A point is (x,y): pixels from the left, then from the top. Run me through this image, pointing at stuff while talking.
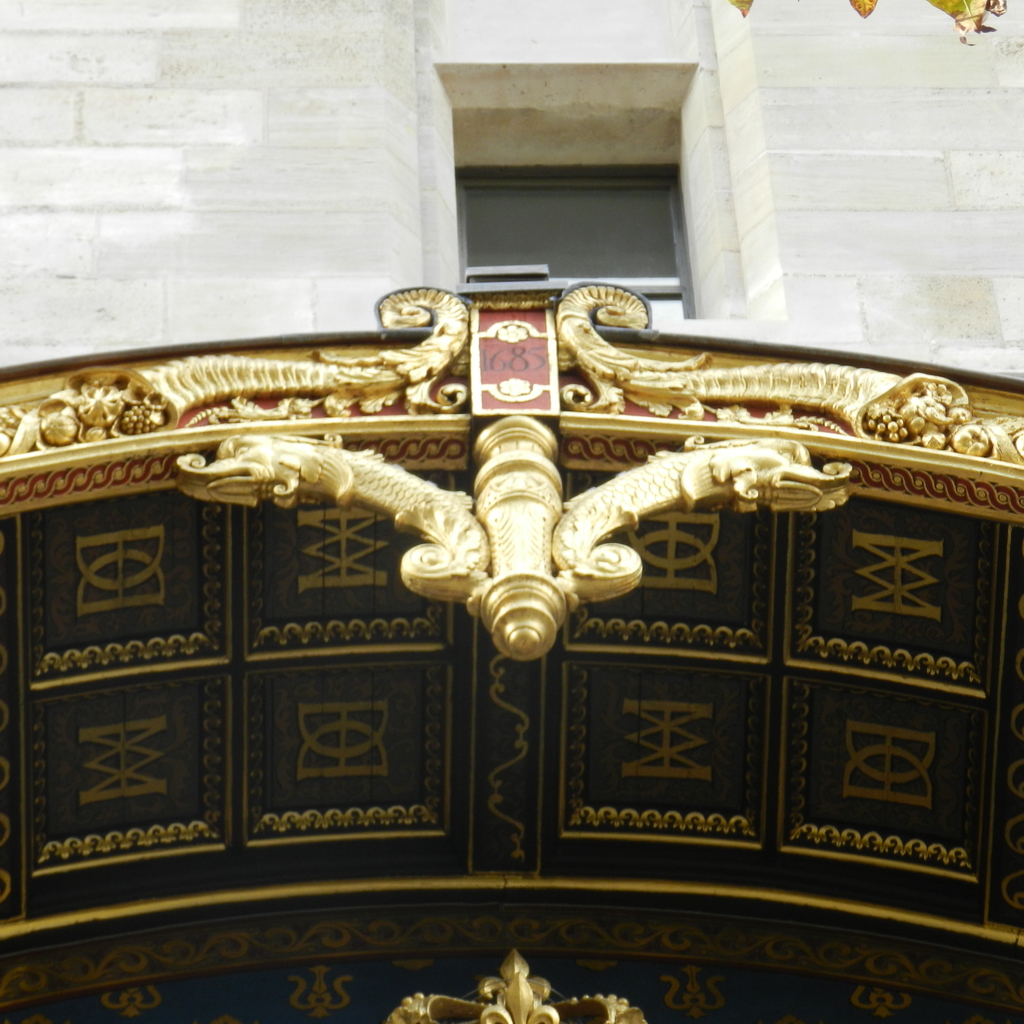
In this picture, it is looking like a gold color ceiling (255,548) with a board (336,531) and on top of it there is a wall (334,310).
